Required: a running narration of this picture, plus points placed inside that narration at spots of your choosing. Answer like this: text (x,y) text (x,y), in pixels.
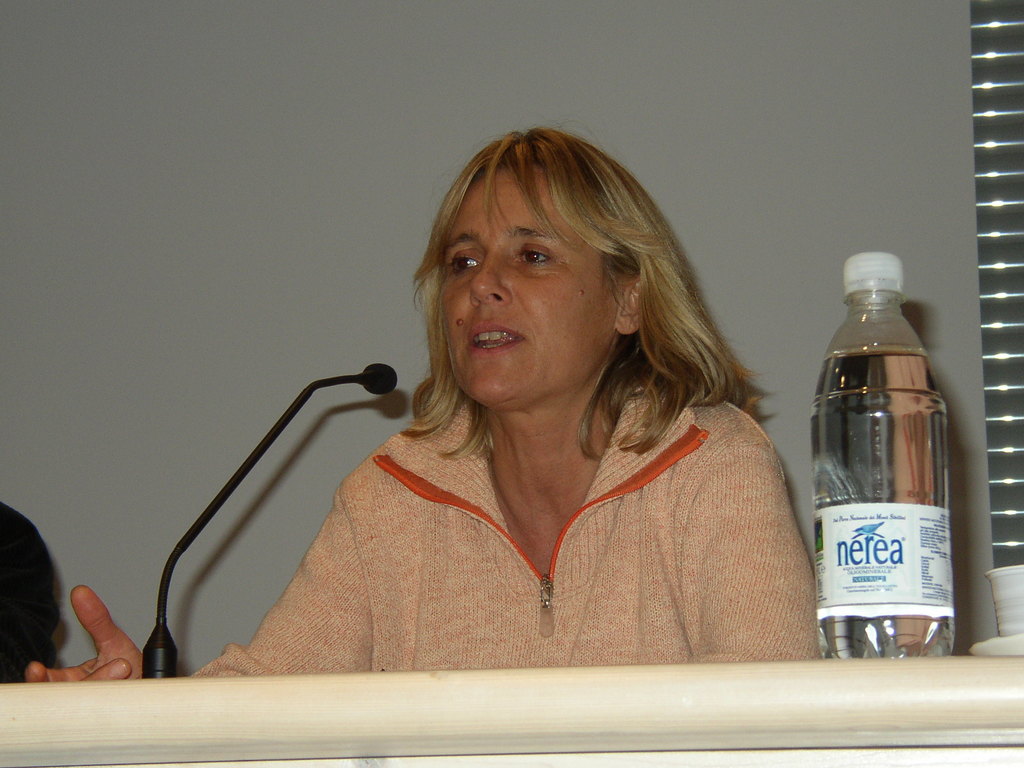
There is a woman (523,544) sitting in front of table (859,686) speaking in microphone (162,597) and there is a bottle (847,521) in table (747,715).
